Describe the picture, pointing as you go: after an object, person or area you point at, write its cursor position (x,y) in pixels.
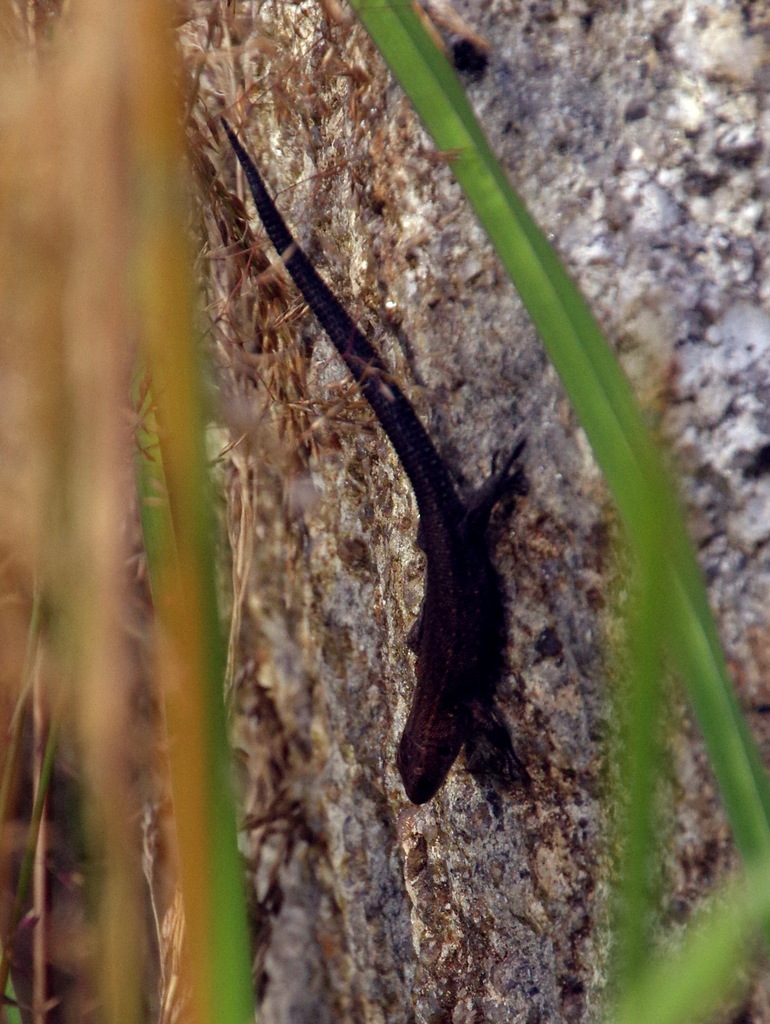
In this image I can see a black color reptile (470,589) on the grey surface (572,513). In front (696,602) I can see few green leaves (652,764).
